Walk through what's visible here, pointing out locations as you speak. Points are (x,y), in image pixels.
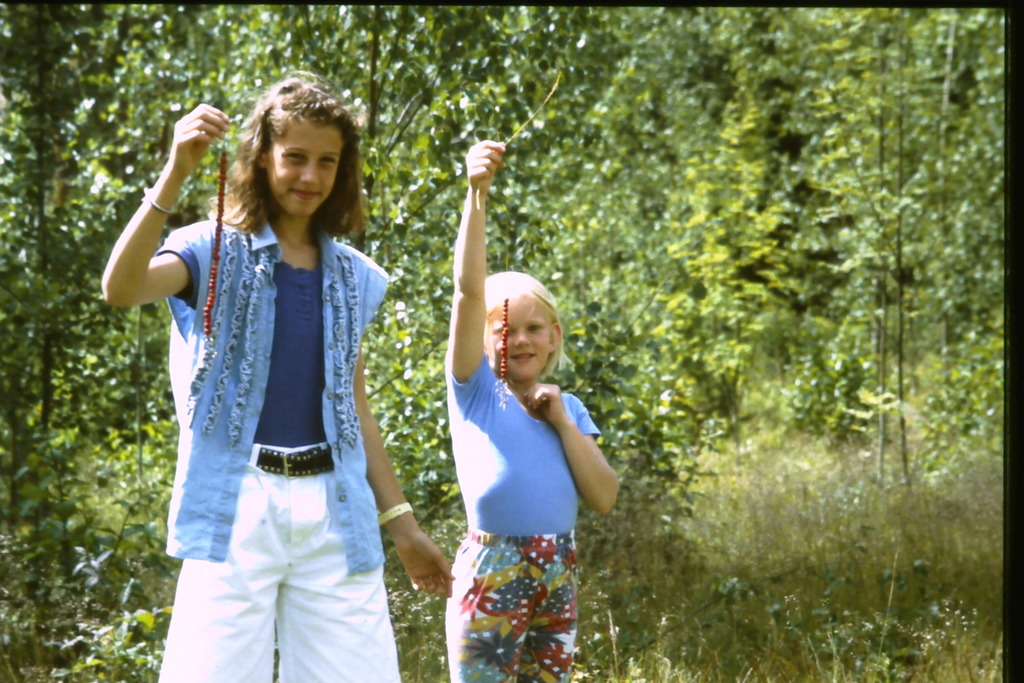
In the center of the image (498,358) there are two girls (332,348). In the background of the image (36,58) there are trees (212,44).
